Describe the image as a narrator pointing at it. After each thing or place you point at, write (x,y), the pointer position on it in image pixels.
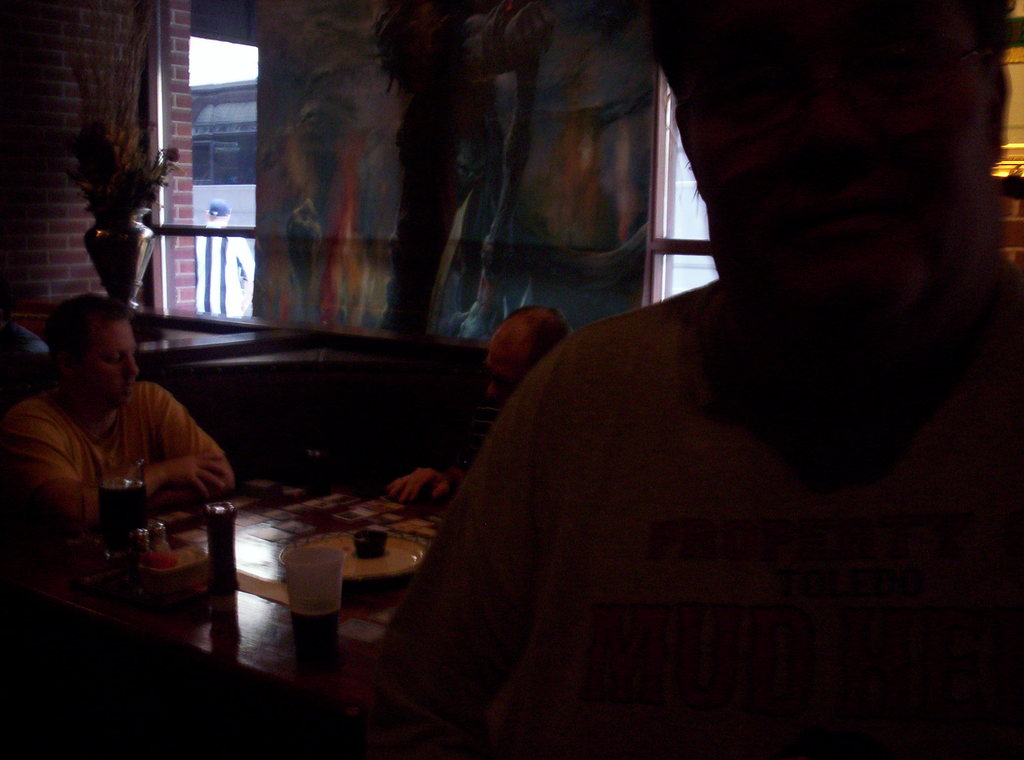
In this image, there are a few people (665,396). We can see a table (442,508) with some objects (286,578) like glasses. We can also see a flower pot (158,163). We can see the wall (70,41). We can also see some painting (329,173) and the fence (233,233). We can see an object (223,98) and the sky (243,46).
